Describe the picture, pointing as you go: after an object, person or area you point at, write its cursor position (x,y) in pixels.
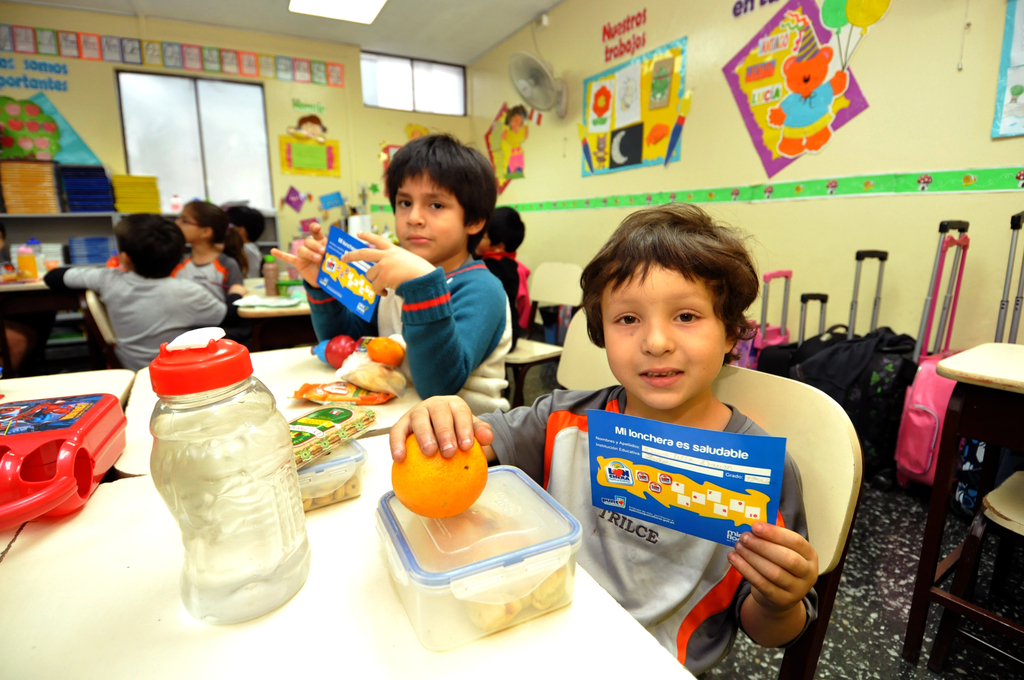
In this image there are two boys (496,373) sitting in the chairs (566,347) by holding the cards (649,469). In front of them there is a table (167,581) on which there are bottles (277,442), boxes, packets (329,426) and some fruits (417,456) on it. On the right side (956,294) there are few trolleys (936,278) kept on the floor (886,546) beside the wall (906,211). On the wall (899,222) there are stickers (787,83) and some posters (653,120). On the left side (212,272) there are few other kids (241,277) sitting around the table (269,310). On the left side (35,199) there are few books (46,188) kept in the racks (60,238). At the top (326,17) there is light (318,2). In the background (207,127) there is a window (265,122).
